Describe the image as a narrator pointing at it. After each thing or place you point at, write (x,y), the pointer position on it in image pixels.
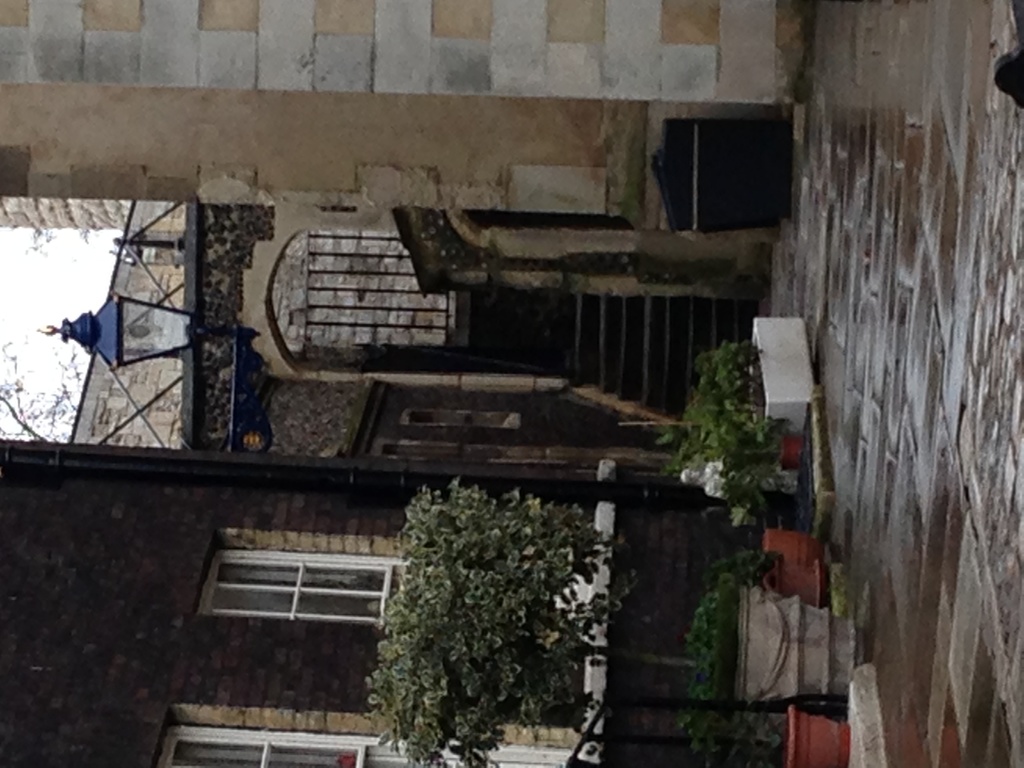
In this picture there are few flower vases (800,550) in the right corner (784,573) and there are buildings (339,372) in the background (236,298).
